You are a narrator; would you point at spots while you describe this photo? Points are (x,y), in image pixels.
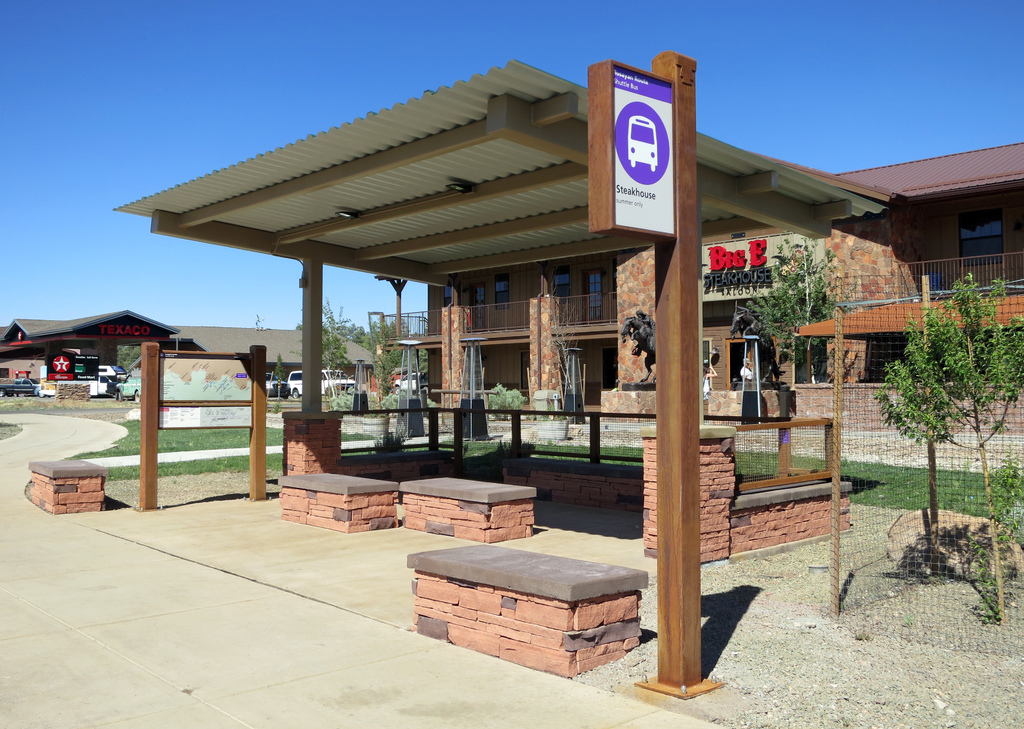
In this image I see benches (491,541) over here and I see the wooden pole (665,617) on which there is a board (641,148) and I see something is written and I see a picture (654,142) and I see the path (349,535). In the background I see the green grass (943,473) and I see few buildings (355,349) and I see few trees (373,361) and I see the blue sky (127,159).
